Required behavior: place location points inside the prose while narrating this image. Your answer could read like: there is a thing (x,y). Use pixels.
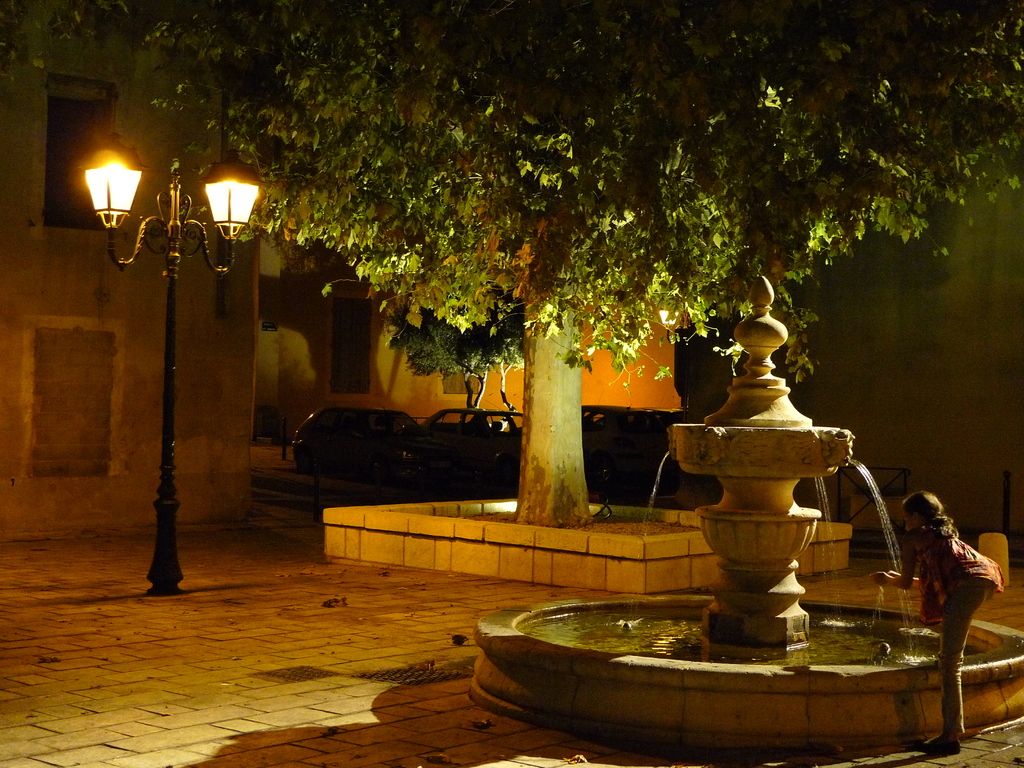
In the picture I can see a person (954,607) standing near the water fountain (758,556). Here I can see the trees (470,212), light poles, vehicles (325,459) parked on the road (310,482) and I can see the buildings (204,391) in the background (36,504).
